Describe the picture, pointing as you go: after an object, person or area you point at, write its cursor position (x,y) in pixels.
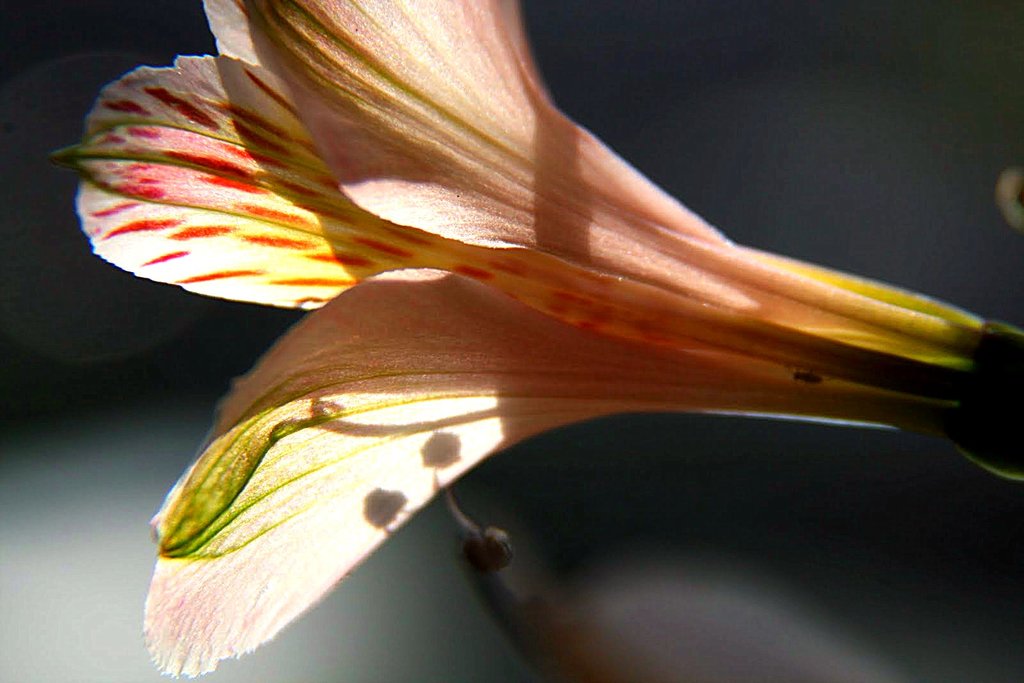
In this picture we can see a flower (519,410) and there is a blur background (944,223).
